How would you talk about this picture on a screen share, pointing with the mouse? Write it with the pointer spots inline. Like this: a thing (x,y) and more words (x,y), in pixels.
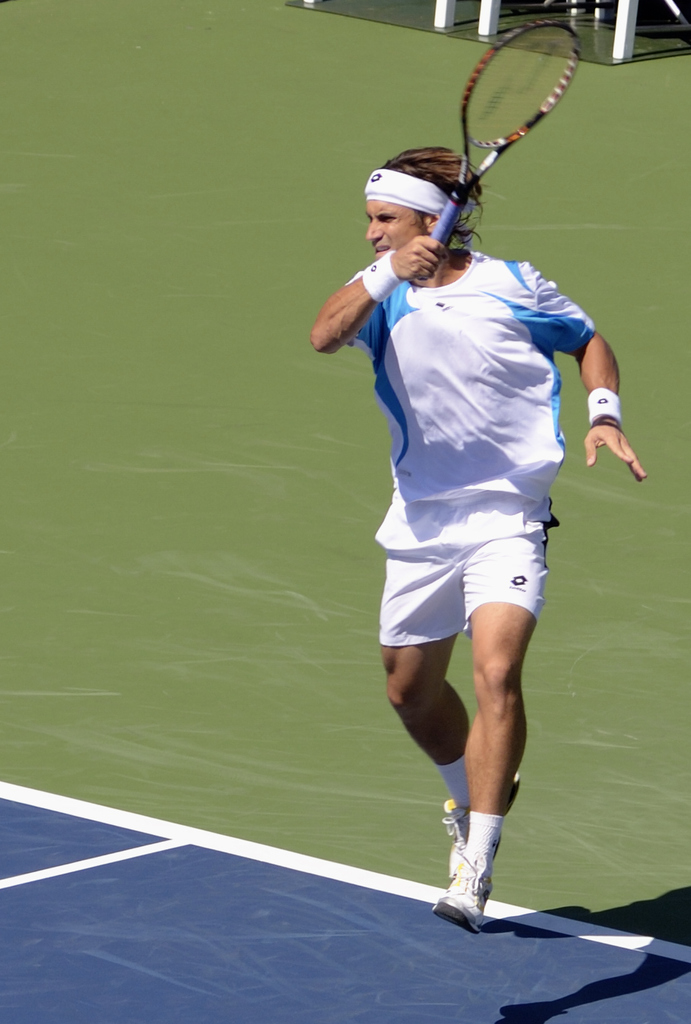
This is a ground (534,229) and here we can see one man (400,163) playing a tennis by holding a racket (574,62) in his hand (407,265). He wore wrist band (609,412).
